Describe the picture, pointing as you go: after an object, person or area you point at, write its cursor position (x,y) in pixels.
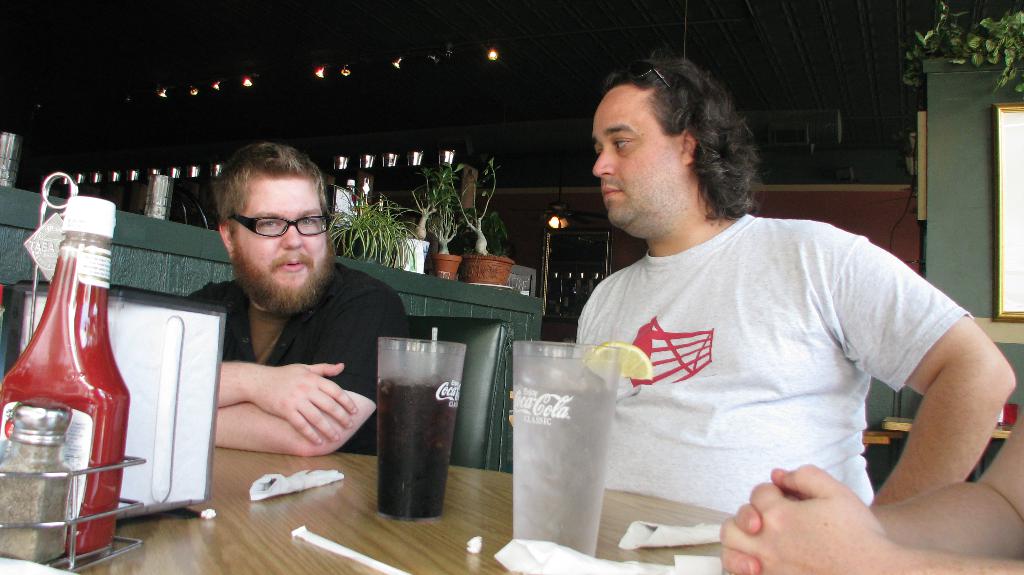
In this image there are people (746,337) sitting behind the table (666,517). There is bottle (96,218), glasses (583,530), papers (639,527), on the table (279,500). At the back (439,270) there are house plants (454,230) on the table (356,265). At the top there are lights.
